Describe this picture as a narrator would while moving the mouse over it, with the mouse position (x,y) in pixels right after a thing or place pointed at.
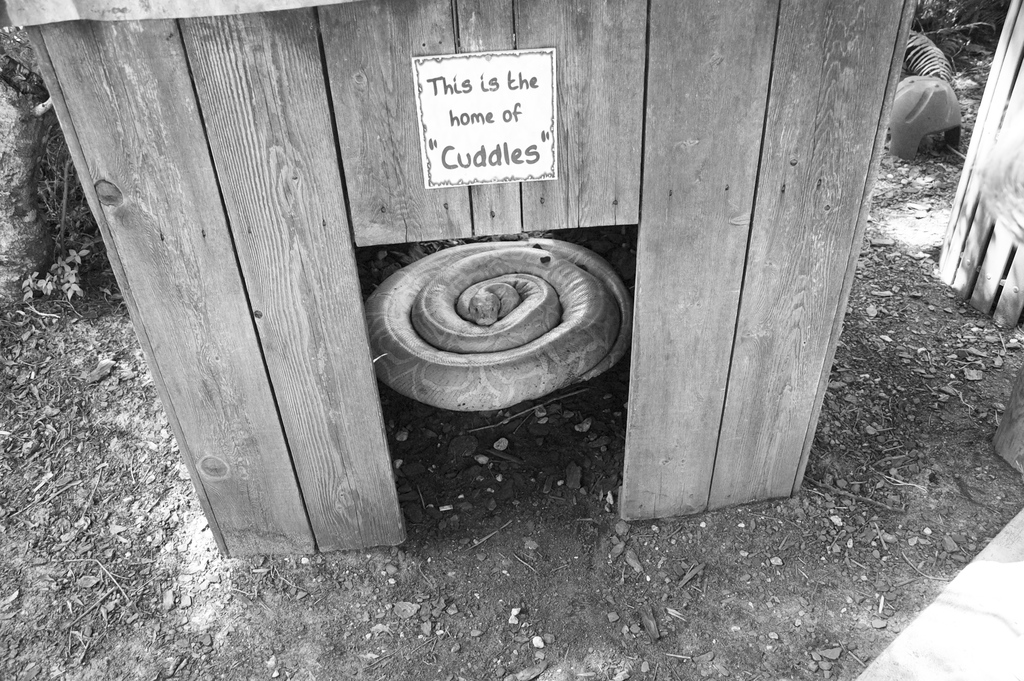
In the picture we can see a small wooden house (697,53) inside it, we can see a snake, which is rolled and around the wooden house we can see a muddy surface (953,158).
